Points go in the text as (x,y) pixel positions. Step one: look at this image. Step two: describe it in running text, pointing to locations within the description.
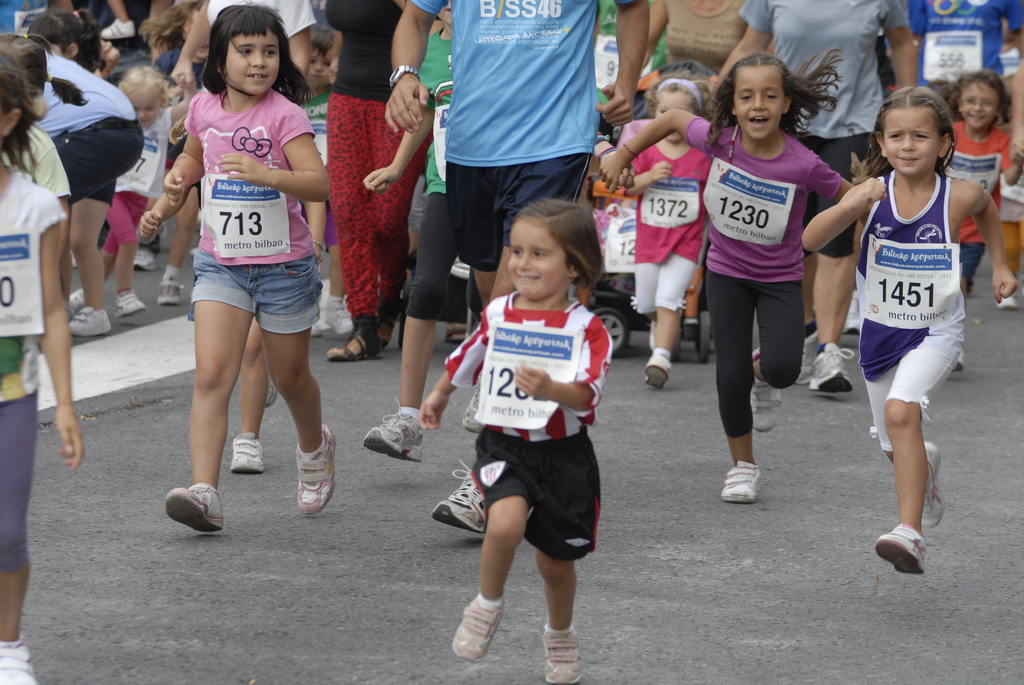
In this picture, we see the children (719,351) and the people (453,135) are running on the road (719,590). In the middle (634,325), we see a baby stroller (612,319). At the bottom (291,583), we see the road (715,571). This picture might be clicked outside the city.
